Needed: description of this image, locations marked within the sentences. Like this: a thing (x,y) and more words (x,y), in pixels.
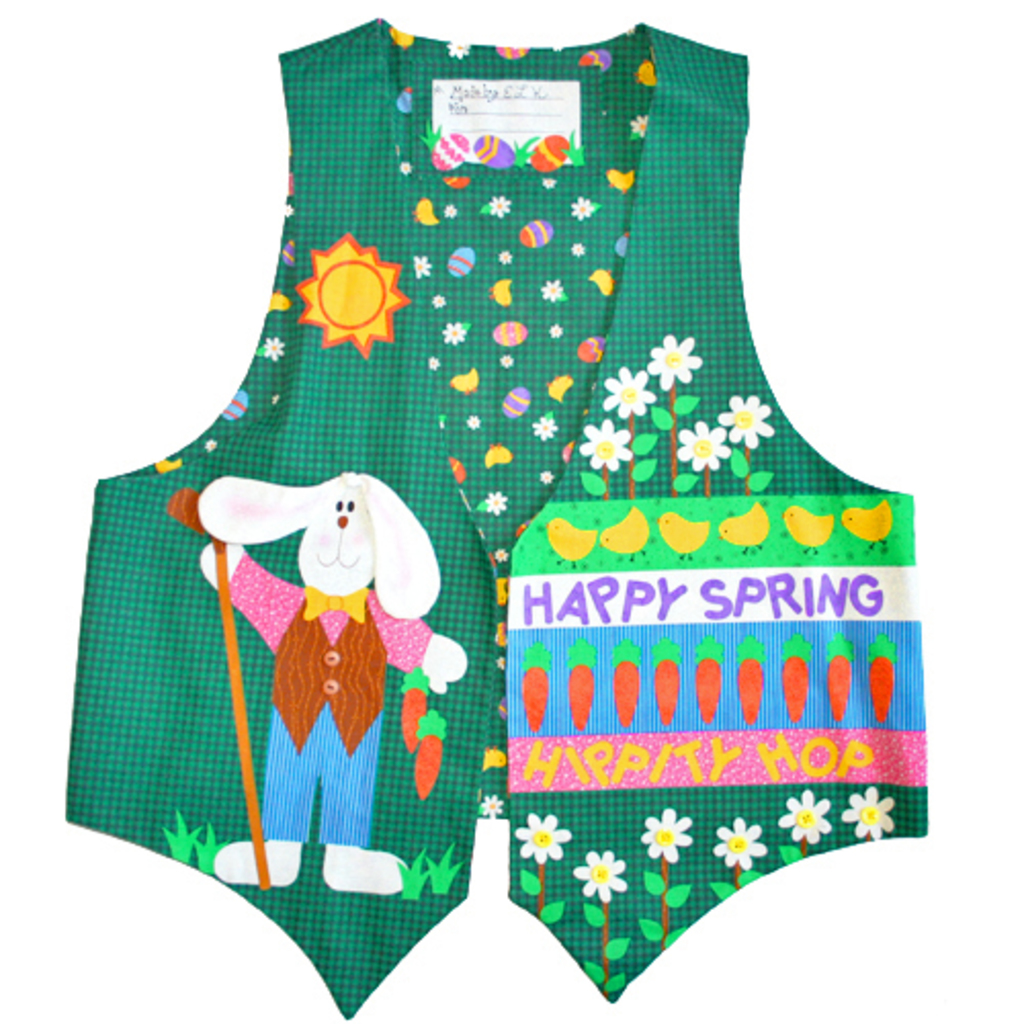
The picture consists of a vest (327,705). The vest (338,584) is in green color. The vest (512,404) has some text (607,618) and flowers (680,836).
